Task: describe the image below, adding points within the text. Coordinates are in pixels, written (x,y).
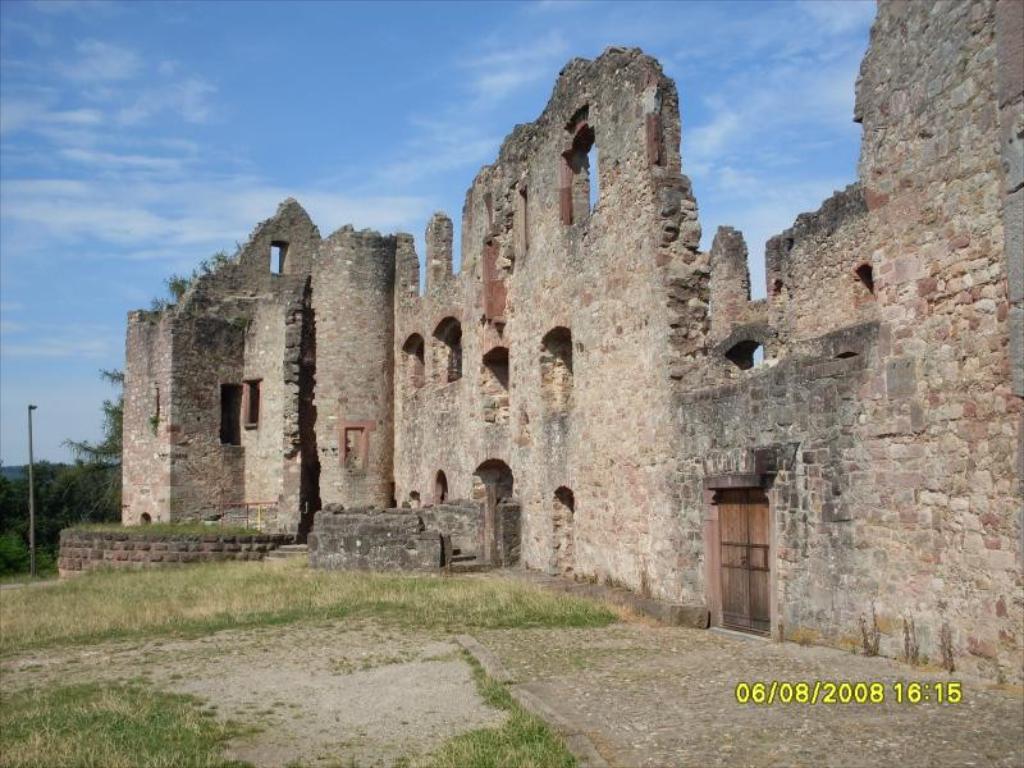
In this image there is the sky (458,83) towards the top of the image (464,84), there are clouds (158,124) in the sky (435,115), there is a wall (505,415), there is a door (745,558), there is a pole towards the left of the image (32,468), there are trees (116,413), there is grass (226,734) on the ground (457,685), there are numbers (805,691) towards the bottom of the image (842,702).
